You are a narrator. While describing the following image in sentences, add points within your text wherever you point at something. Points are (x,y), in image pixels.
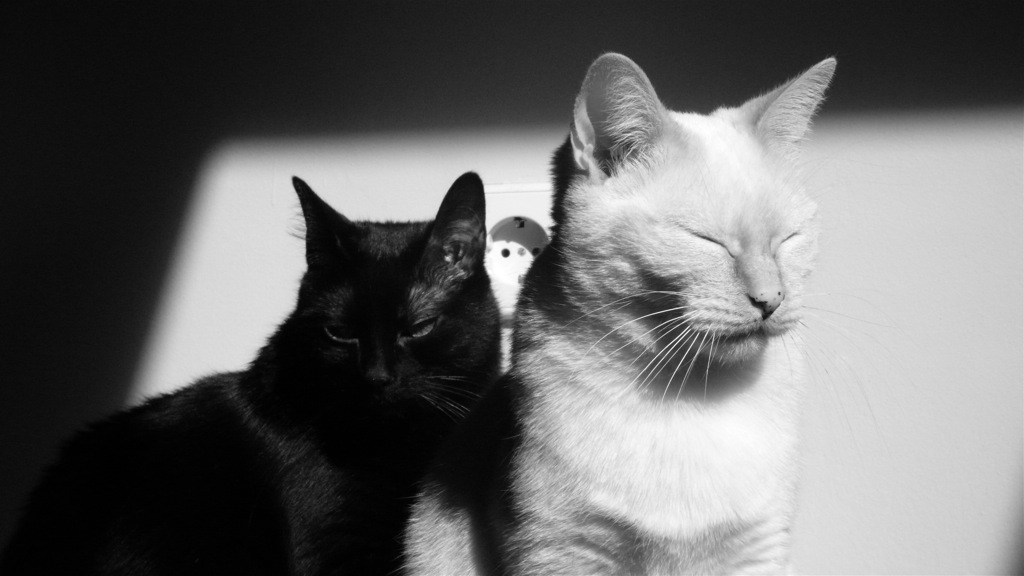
In this image in the foreground (395,312) there are two cats (416,380), and in the background (236,184) there is a wall (873,351).
